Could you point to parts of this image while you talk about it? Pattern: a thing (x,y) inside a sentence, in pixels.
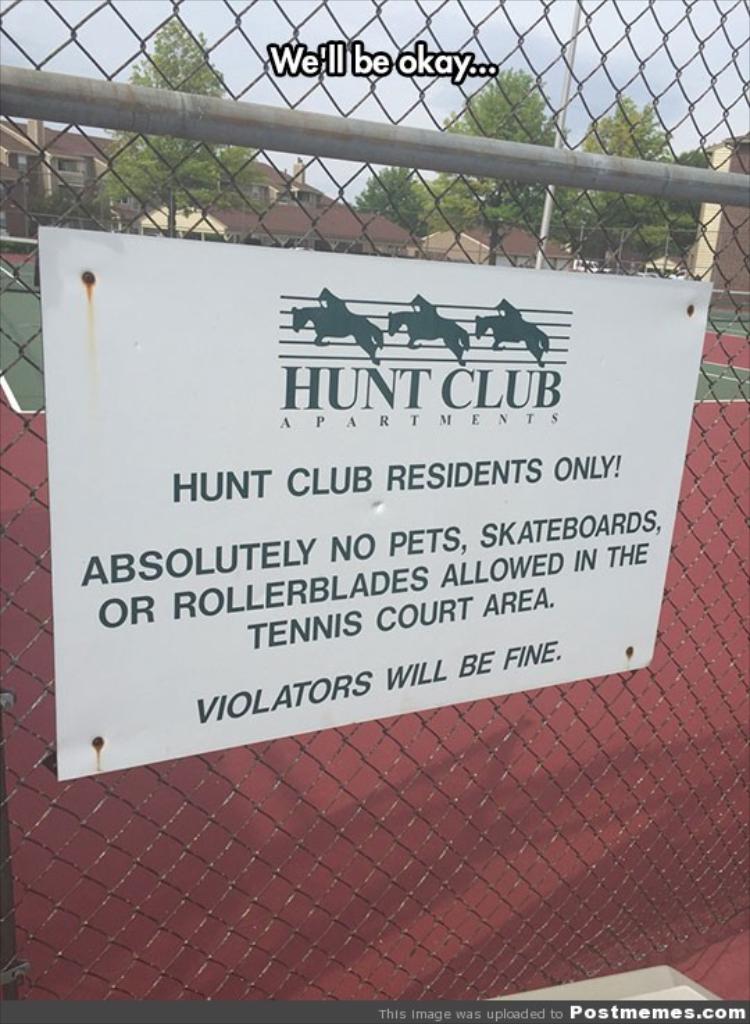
In this picture there are buildings (133,229) and trees (124,178). In the foreground (607,15) there is a fence (161,113) and there is a board (228,408) on the fence (108,793) and there is text (501,469) on the board (498,497) and there is a pole (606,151). At the top (559,13) there is sky (100,5). At the bottom (666,1017) there is text (631,1011) and at the top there is text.
